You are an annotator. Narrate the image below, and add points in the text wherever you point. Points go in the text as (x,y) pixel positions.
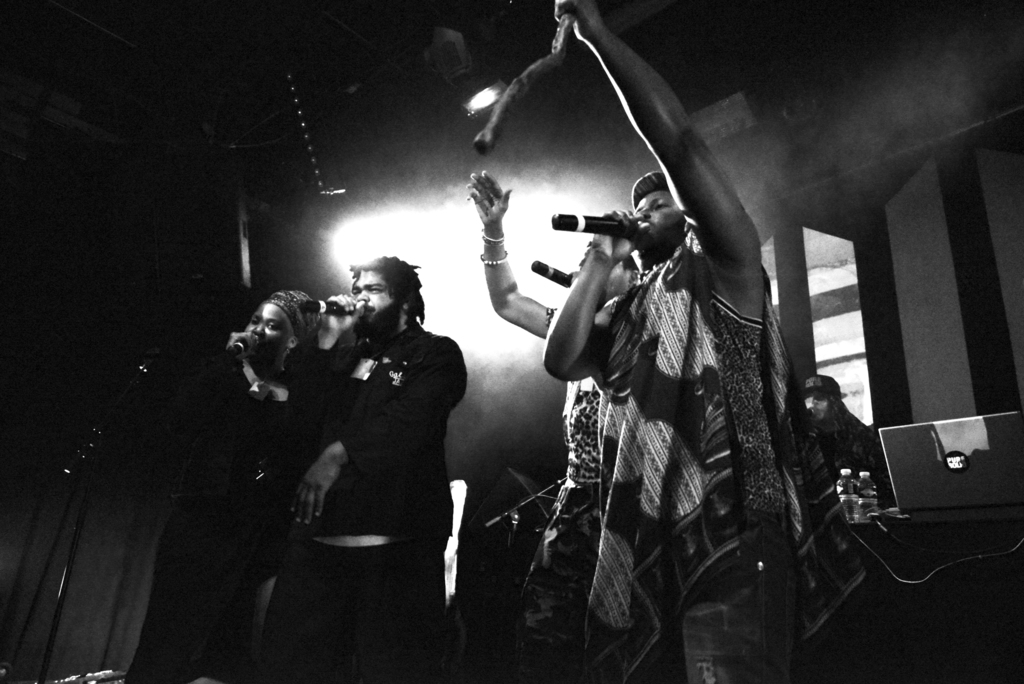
A black and white picture. These persons (670,445) are holding mics (314,309) and singing. On this table (1007,527) there are bottles (858,492) and laptop (964,472).
